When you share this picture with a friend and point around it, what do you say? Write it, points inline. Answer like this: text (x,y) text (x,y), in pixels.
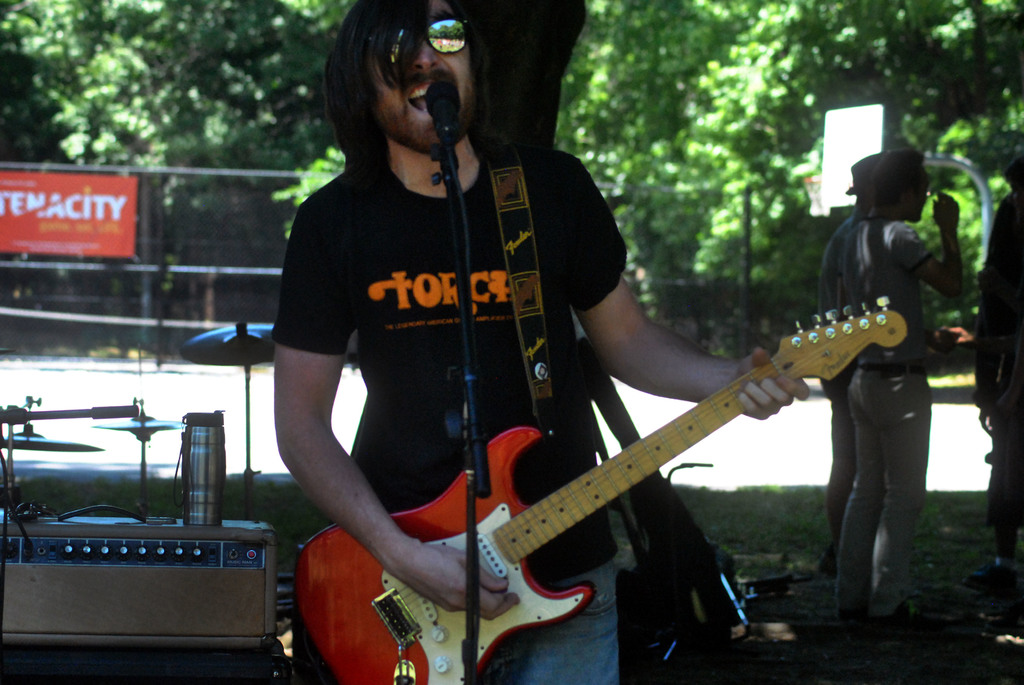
In this image there is a person (477,280) standing in the center (514,434) holding a musical instrument (509,533) in his hand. In the front (464,230) there is a mic (447,157). In the background (871,267) there are persons (883,270) standing. There are trees (244,90) and there is a musical instrument (145,433).
